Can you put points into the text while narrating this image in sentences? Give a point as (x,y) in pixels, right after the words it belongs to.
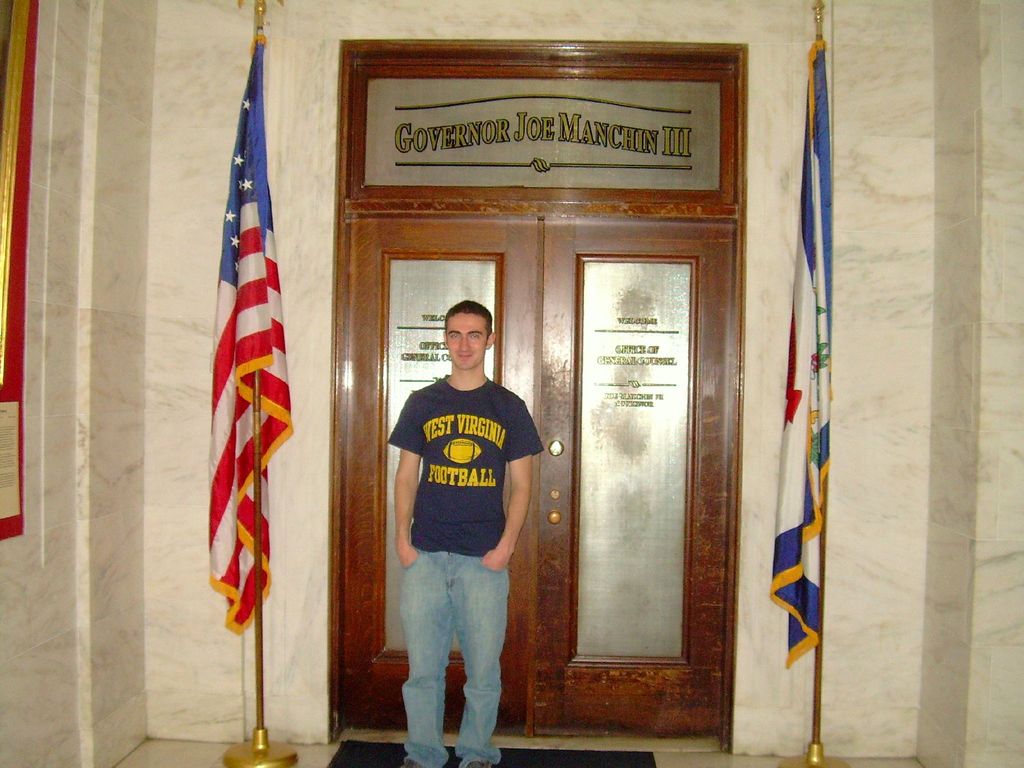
In the middle of the image (436,424) there is a man (460,503) with blue t-shirt (479,528) is standing. Behind him there is a door (566,489) with something written on it. And besides him there are poles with flags (271,283). And also there is a wall (853,241) in the background (883,677).
